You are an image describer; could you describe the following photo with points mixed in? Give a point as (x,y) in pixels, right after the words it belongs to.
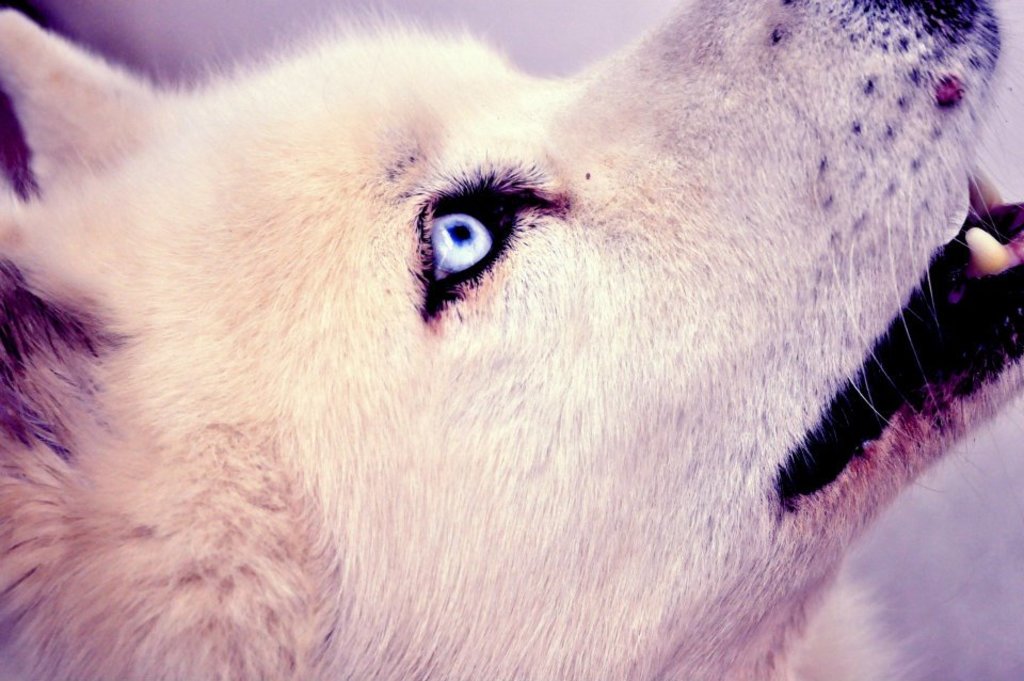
In the picture we can see a dog's face (812,168) from the side view which is looking up and it is with a cream color hair (200,359).
